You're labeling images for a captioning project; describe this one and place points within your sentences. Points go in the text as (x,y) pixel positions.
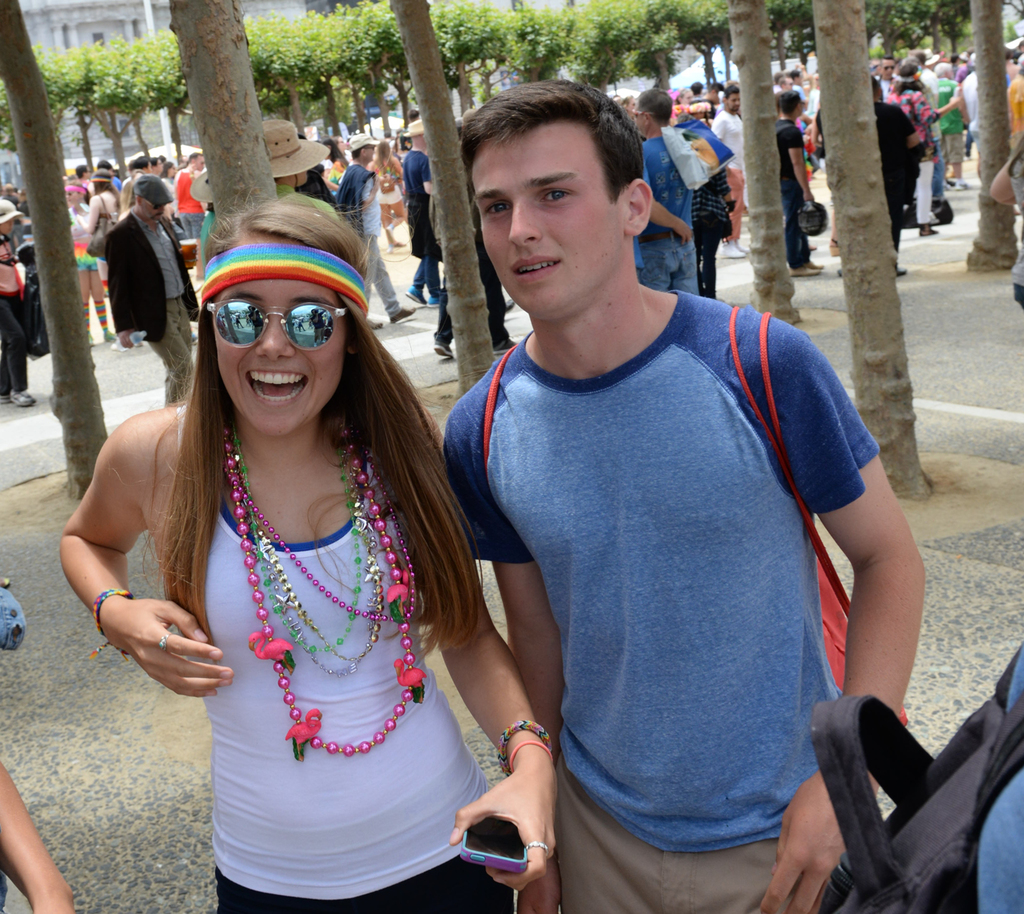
In this image i can see a woman (234,597) and man (656,625) standing on the ground (190,840) And she is smiling and i can see a person hand (5,815) visible on the left side (65,895) and at the top (213,123) I can see trees (999,58) and stem (240,182) of the tree (537,45) and a person (205,198) visible on the road (411,257).
